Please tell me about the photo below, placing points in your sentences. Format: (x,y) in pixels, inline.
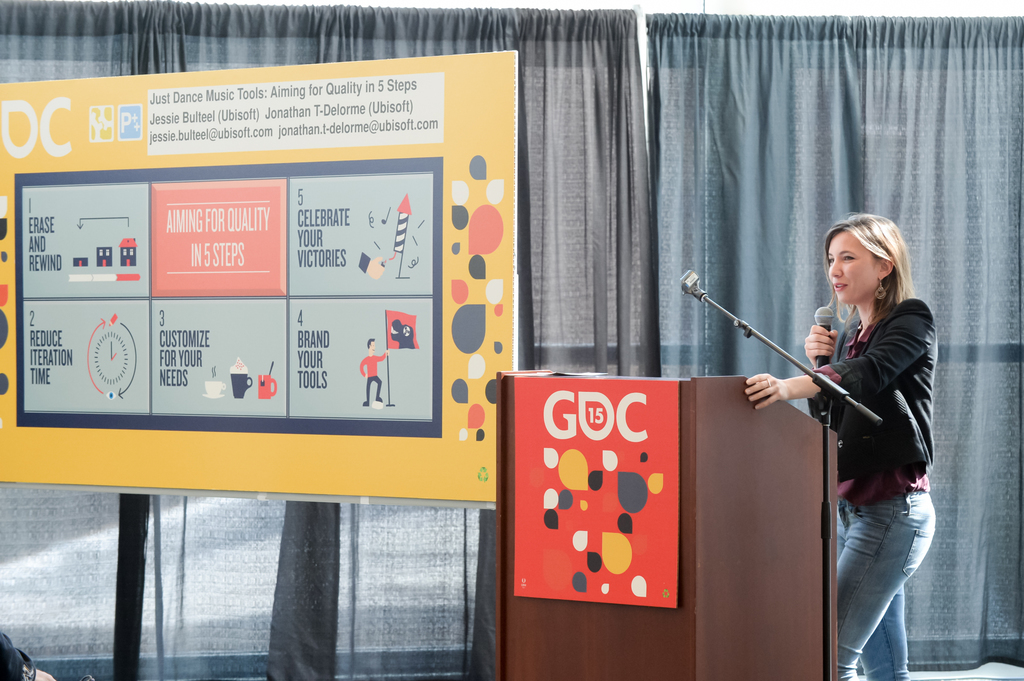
In the right side of the image (858,473), we can see a woman (877,367) is standing near the podium (684,505) and holding a microphone (827,354). She is talking. Here we can see banners (577,496). Background (720,291) we can see curtains (710,122).
